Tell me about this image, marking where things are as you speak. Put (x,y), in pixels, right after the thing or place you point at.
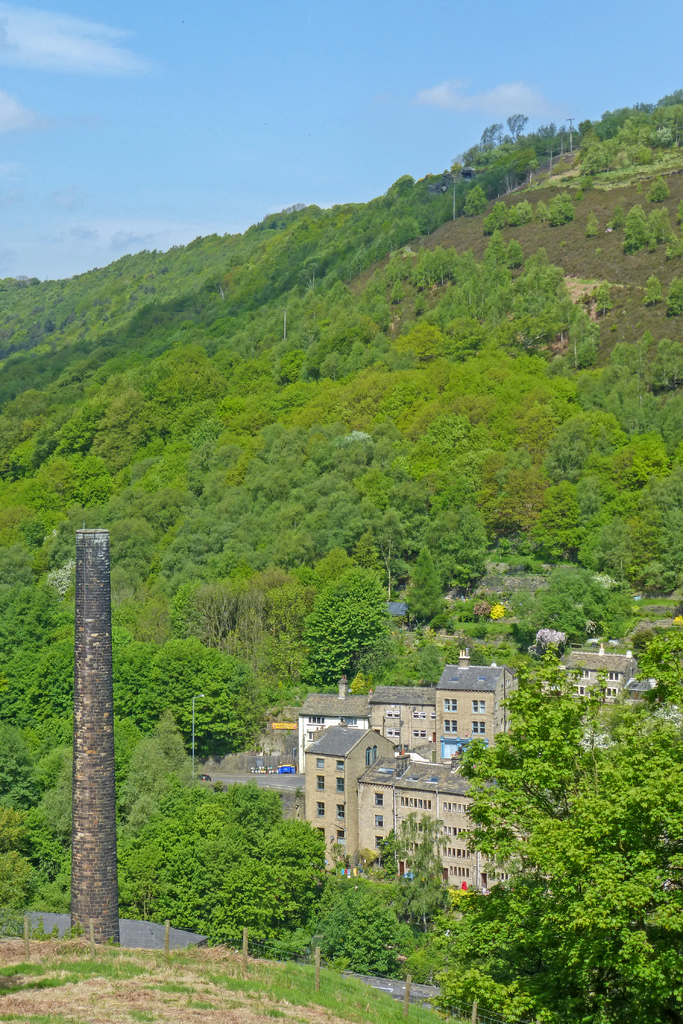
This image consists of a mountain (296,284) which is covered with plants (163,322) and trees (207,695). In the middle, there is a building (312,770). To the left (100,680), there is a pole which looks like a chimney (108,843). At the bottom (157,1006), there is ground (218,1004).
